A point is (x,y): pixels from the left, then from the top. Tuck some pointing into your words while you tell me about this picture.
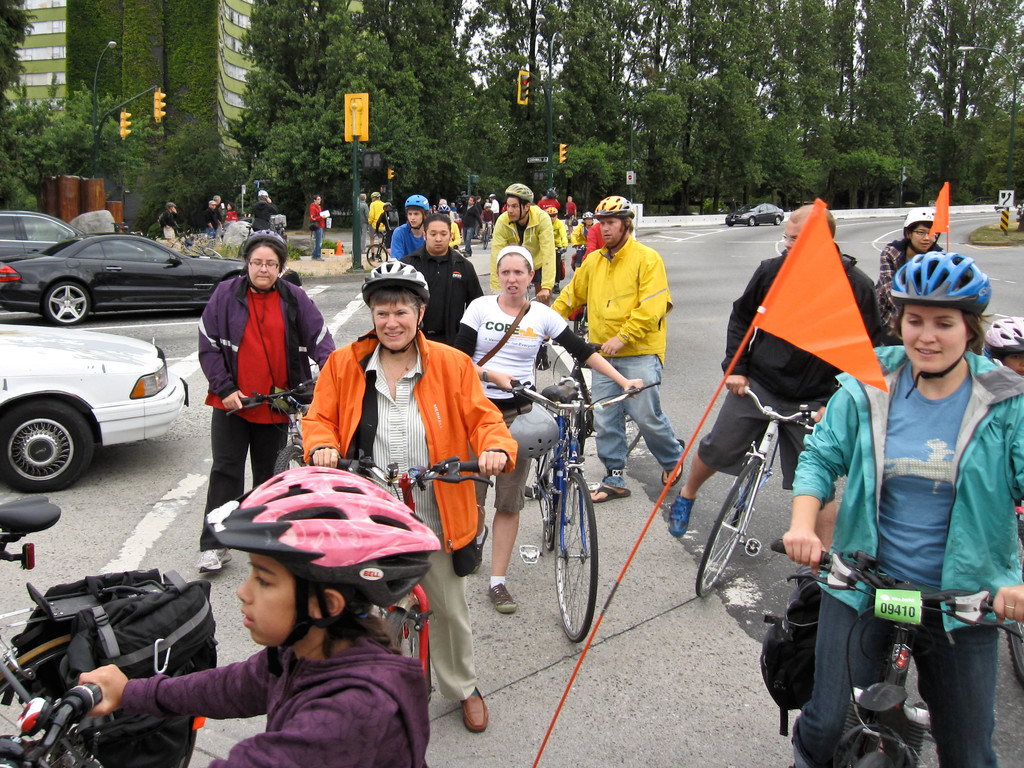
In this picture we can see some persons (717,450) on the road (641,597) with their bicycles (878,724). These are the vehicles (185,303) on the road (875,241). On the background (618,47) we can see some trees (764,67). There is a pole (360,171) and this is the building (74,50).
